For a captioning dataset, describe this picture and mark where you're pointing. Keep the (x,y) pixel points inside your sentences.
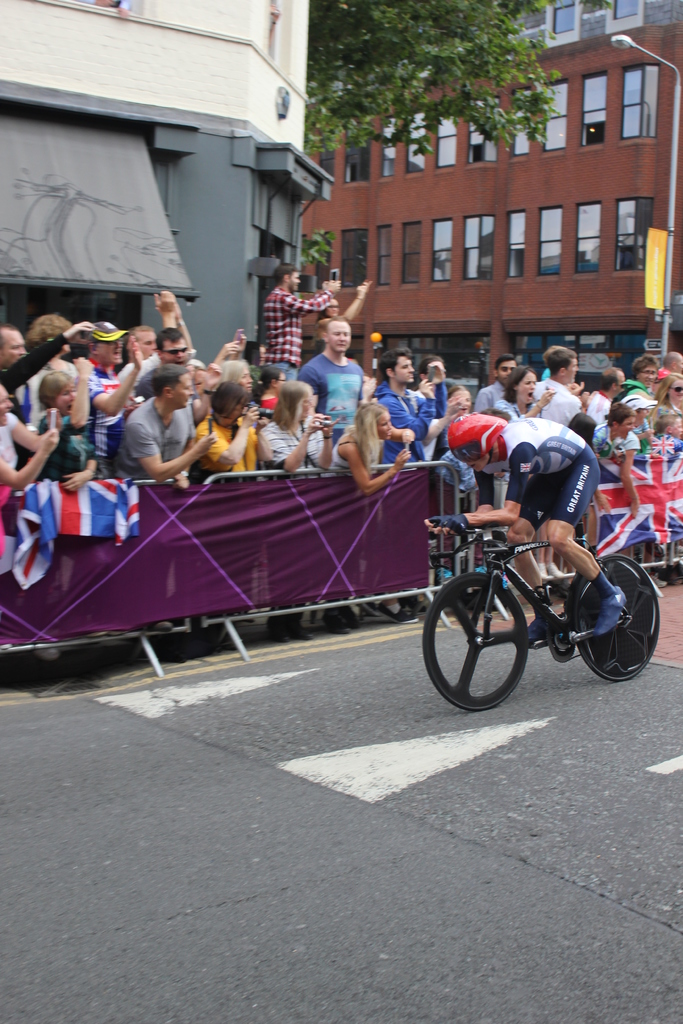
There is a person (548,500) riding a bicycle (596,605) on the road (385,764). Here we can see flags (665,462) and group of people (479,396). In the background (326,17) there are buildings (464,219), pole (665,330), board (653,298), and trees (382,114).
